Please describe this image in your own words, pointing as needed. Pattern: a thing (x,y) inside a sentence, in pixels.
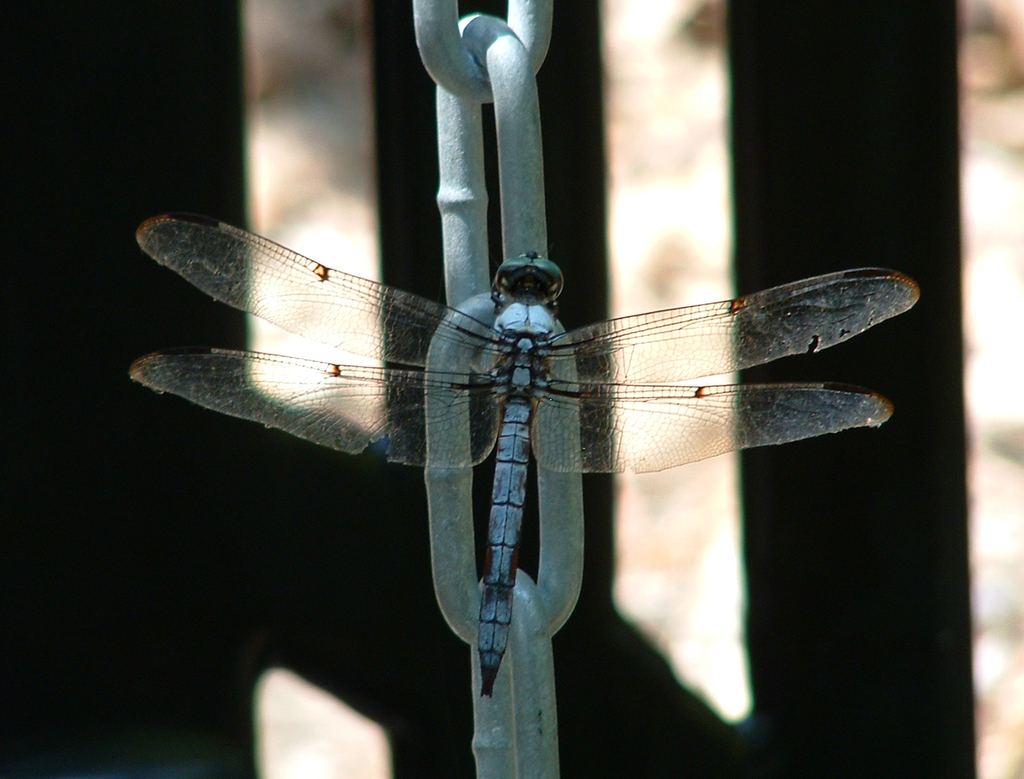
In this picture I can see the fly (470,402) on the chain (471,369). In the back (483,473) it might be the door (422,600) or wooden fencing (589,579). In the background (633,606) I can see the blur image.
